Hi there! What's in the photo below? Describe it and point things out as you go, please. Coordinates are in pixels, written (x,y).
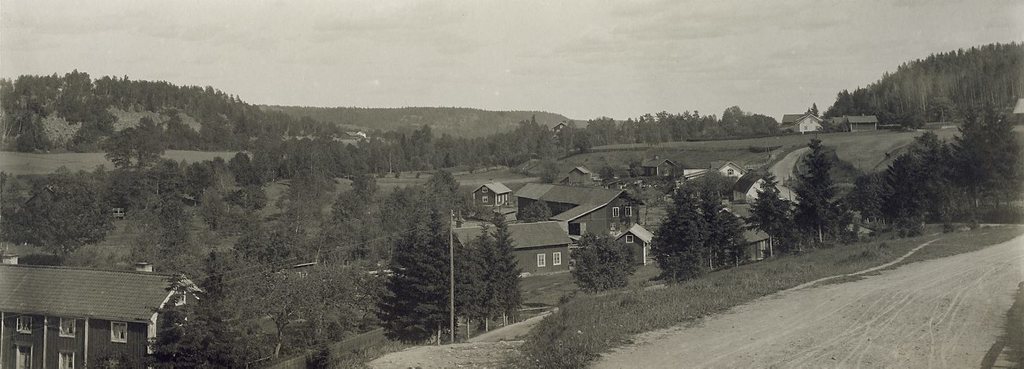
In this image I can see the road (831,298), some grass (579,330) on the ground (903,260), few trees (824,181), few poles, few buildings (476,228) and in the background (767,174) I can see few mountains (945,93), few trees (996,93), few buildings (808,126) and the sky (451,37).
